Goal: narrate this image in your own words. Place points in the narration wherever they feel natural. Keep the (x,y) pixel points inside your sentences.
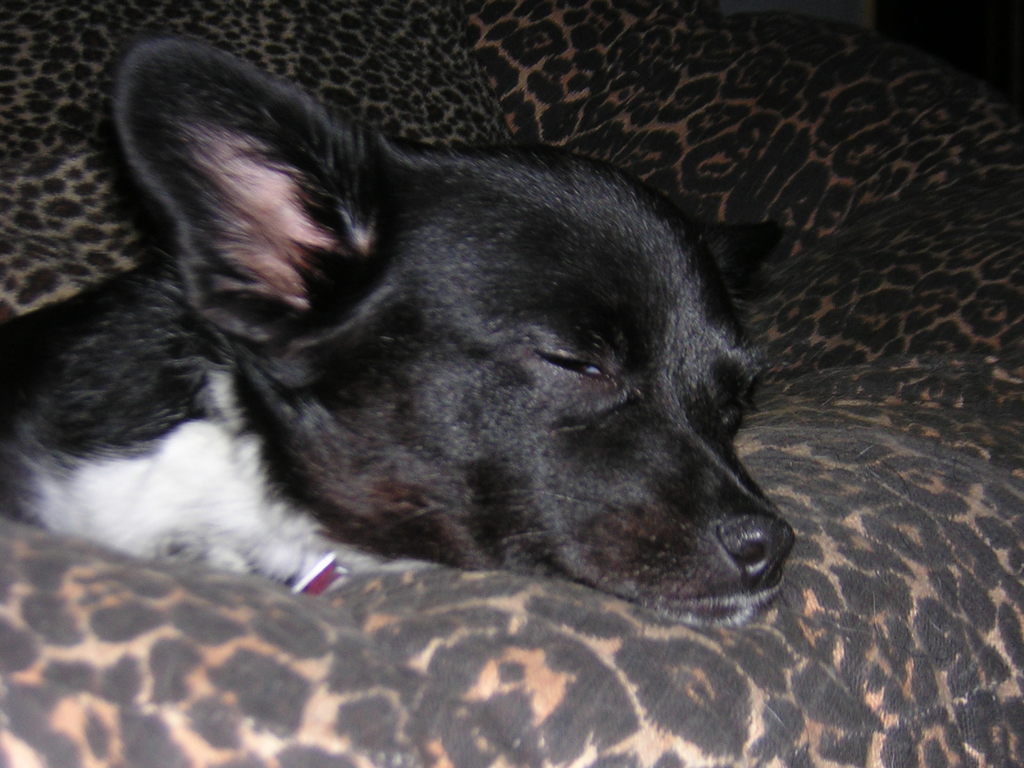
As we can see in the image there is a black color dog (325,387) sleeping on sofa (866,488).
